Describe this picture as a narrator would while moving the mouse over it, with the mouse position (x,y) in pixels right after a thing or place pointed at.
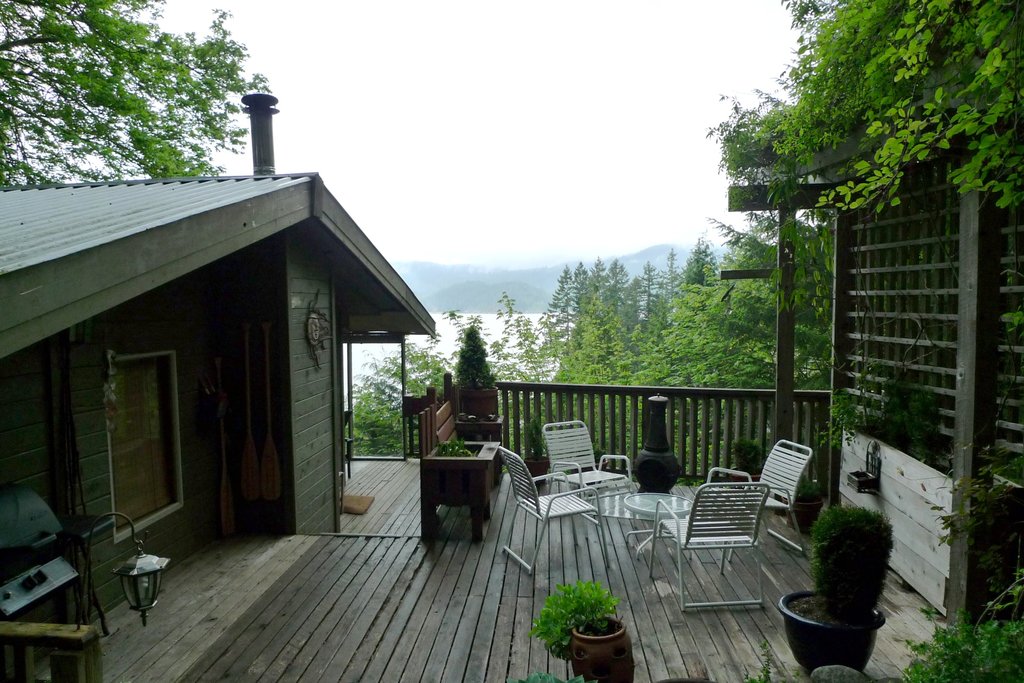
In this image we can see a house (112,408), light (149,559), couple of plants (864,580), couple of chairs (743,495) and trees (656,359), and also we can find some water (481,318).
